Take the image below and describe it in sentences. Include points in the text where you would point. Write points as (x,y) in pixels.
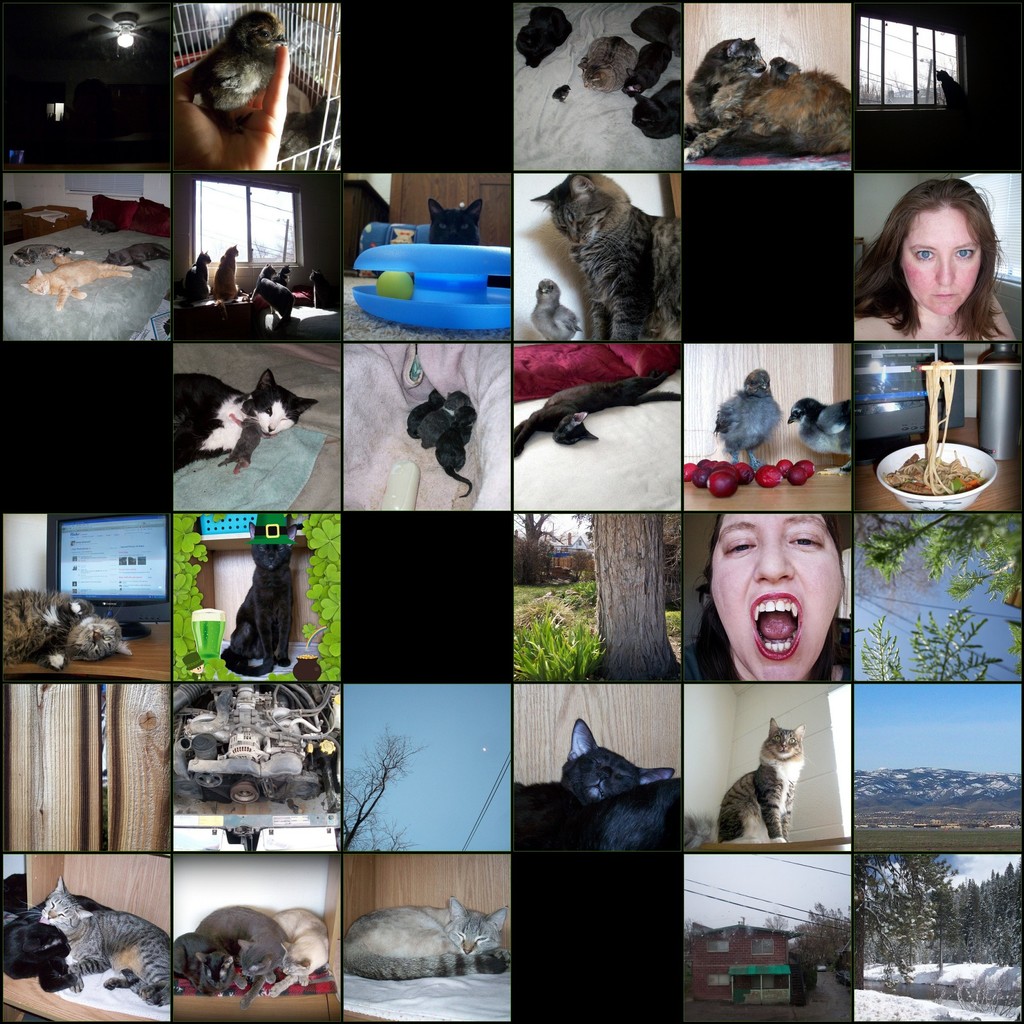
This is a collage picture. In this image, we can see lights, birds (234,68), cage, windows (216,225), cats (35,293), people (902,338), plants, trees (951,657), sky (468,788), snow (940,796), wooden objects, monitors (149,596), food (919,458), bed (595,358) and few things (41,218).
